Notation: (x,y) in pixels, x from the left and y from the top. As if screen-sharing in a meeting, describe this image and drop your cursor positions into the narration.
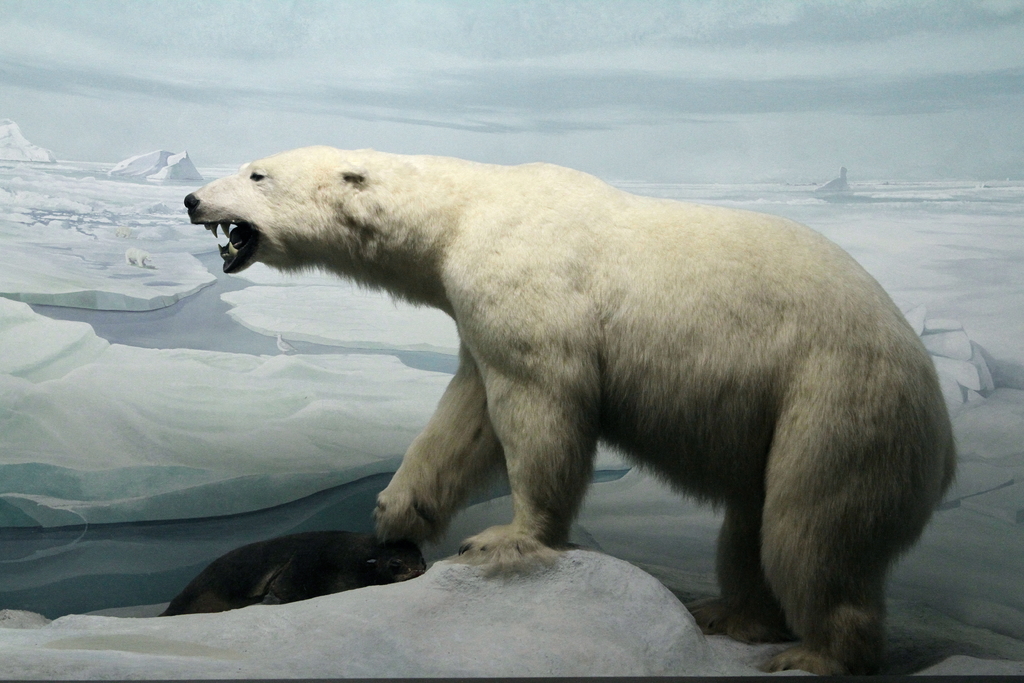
In this image we can see a polar bear (657,394) and a seal (350,586) on the iceberg (621,581). In the background (521,91) there are icebergs (236,304), water (203,304) and sky (233,86).
